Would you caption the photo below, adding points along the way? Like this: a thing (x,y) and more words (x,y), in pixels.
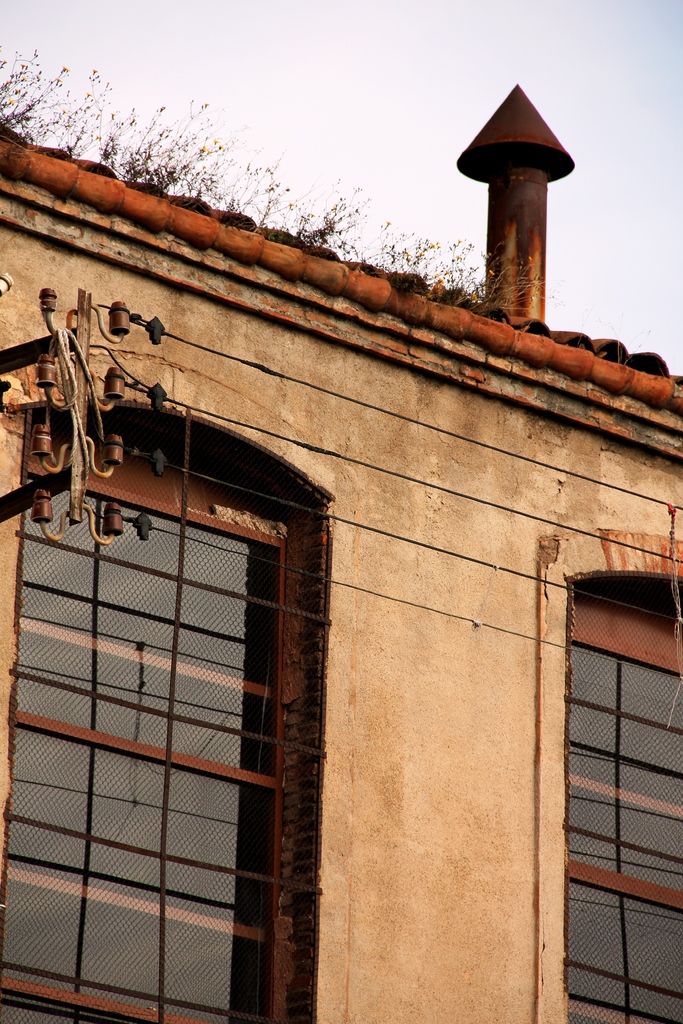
In this picture I can see the windows (124,575) on the building (503,940). On the roof (27,153) of the building (18,149) I can see the exhaust pipe (514,178) and grass (424,277). At the top (346,101) I can see the sky (346,63) and clouds (278,69).
